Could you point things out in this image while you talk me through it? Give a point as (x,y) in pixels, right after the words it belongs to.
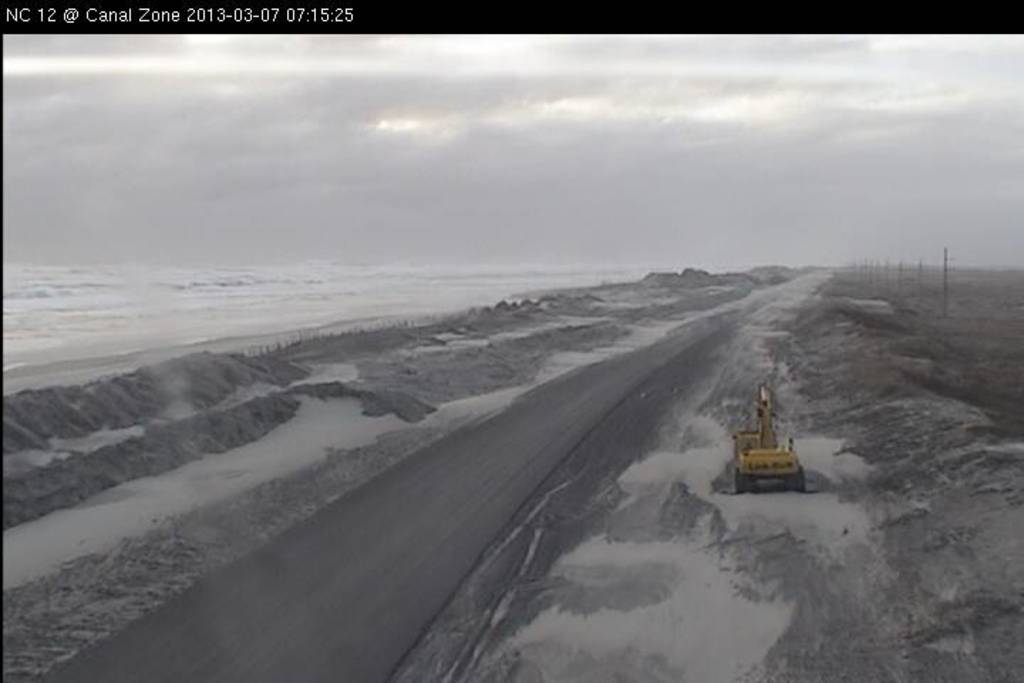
This is a color picture. I can see a vehicle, there is sand (168,437), there is water (174,278), and in the background (483,150) there is the sky (413,122) and there is a watermark (23,11) on the image.
